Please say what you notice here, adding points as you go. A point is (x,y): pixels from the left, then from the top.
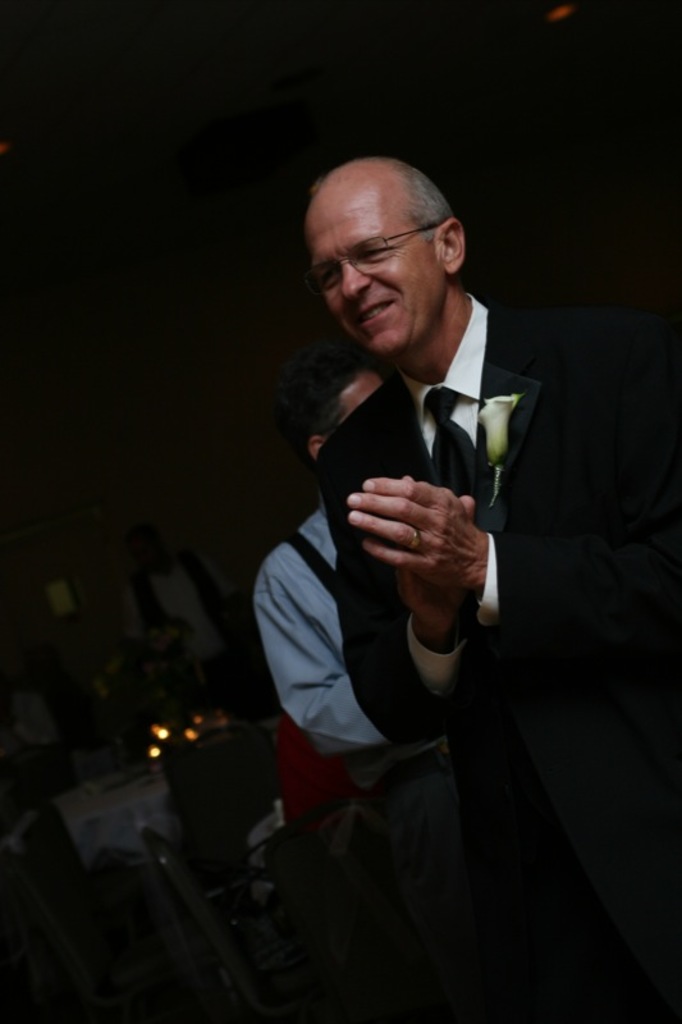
In this image there is a man (454,659) standing. He is clapping the hands (413,609). Behind him there are people (290,630) standing and chairs (175,851). The background (114,97) is dark.
